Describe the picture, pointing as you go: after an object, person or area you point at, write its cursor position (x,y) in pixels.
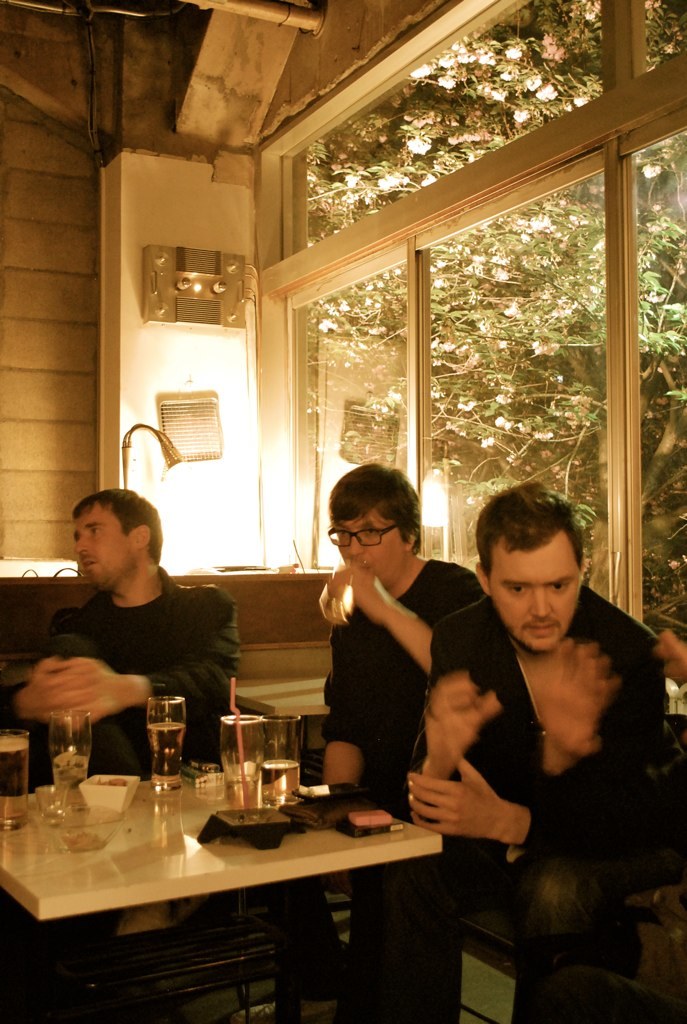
In this image, group of people (385,699) are sat on the chair (495,913). In-front of them, there is a white table (263,864), few items (266,817) are placed on it. And back side, we can see glass windows (329,404), trees (576,442), door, lamp (168,459) and wall (93,441).
